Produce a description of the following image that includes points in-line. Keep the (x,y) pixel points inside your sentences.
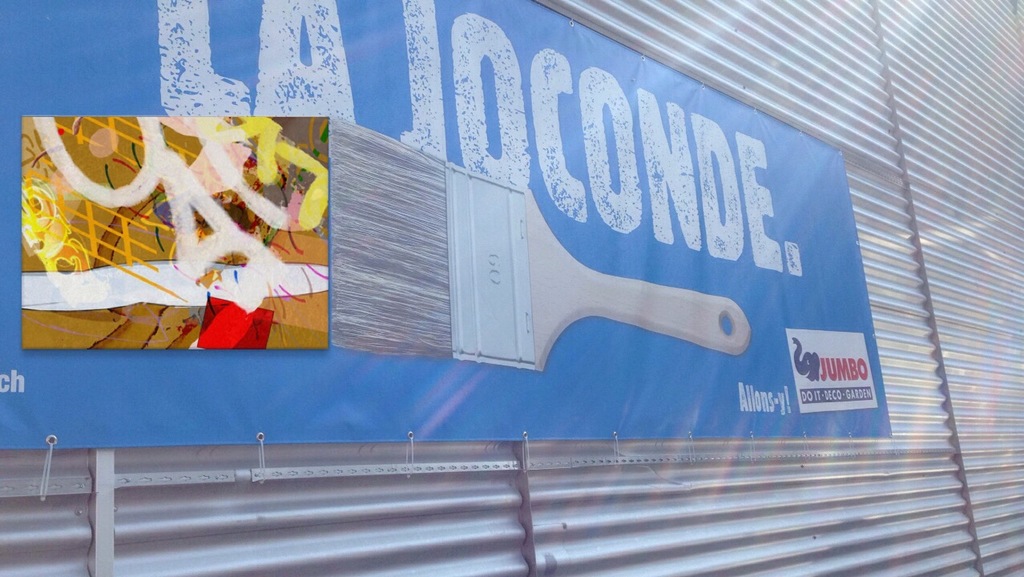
In this image there is a board (531,302) with some text (339,105) written on it which is on the metal sheet (878,191).
